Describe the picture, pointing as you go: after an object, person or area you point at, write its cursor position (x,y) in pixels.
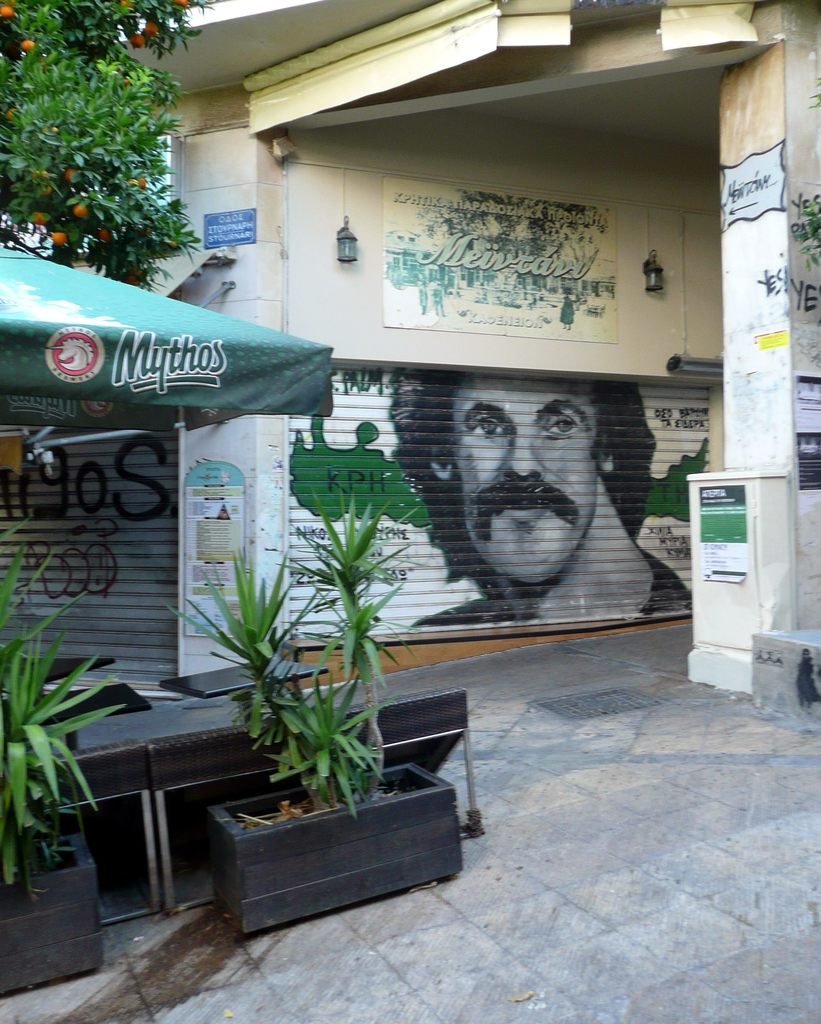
In this image I can see the building (648,241), few stores (423,376), white color box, lights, green color umbrella (1,280), plants (262,646), tables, trees (126,223) and few orange color fruits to the tree (17,47), few boards (740,200) and poster (820,463) are attached to the wall (721,148).
